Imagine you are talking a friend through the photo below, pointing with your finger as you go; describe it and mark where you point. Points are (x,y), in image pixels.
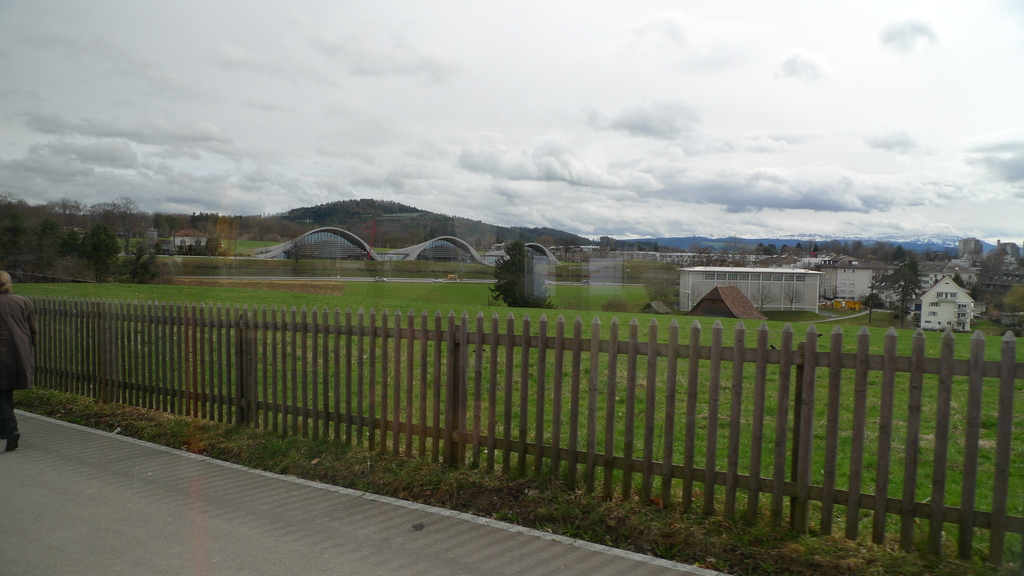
On the left side (16,322), there is a person (16,307) walking on the road (21,450) on which, there is a white color line (187,455). Beside this road (587,553), there is a wooden fencing (112,328). In the background (802,294), there are buildings (799,261), trees (901,268) and grass (734,319) on the ground (830,314), there are mountains (336,208) and there are clouds (687,117) in the sky (536,117).
